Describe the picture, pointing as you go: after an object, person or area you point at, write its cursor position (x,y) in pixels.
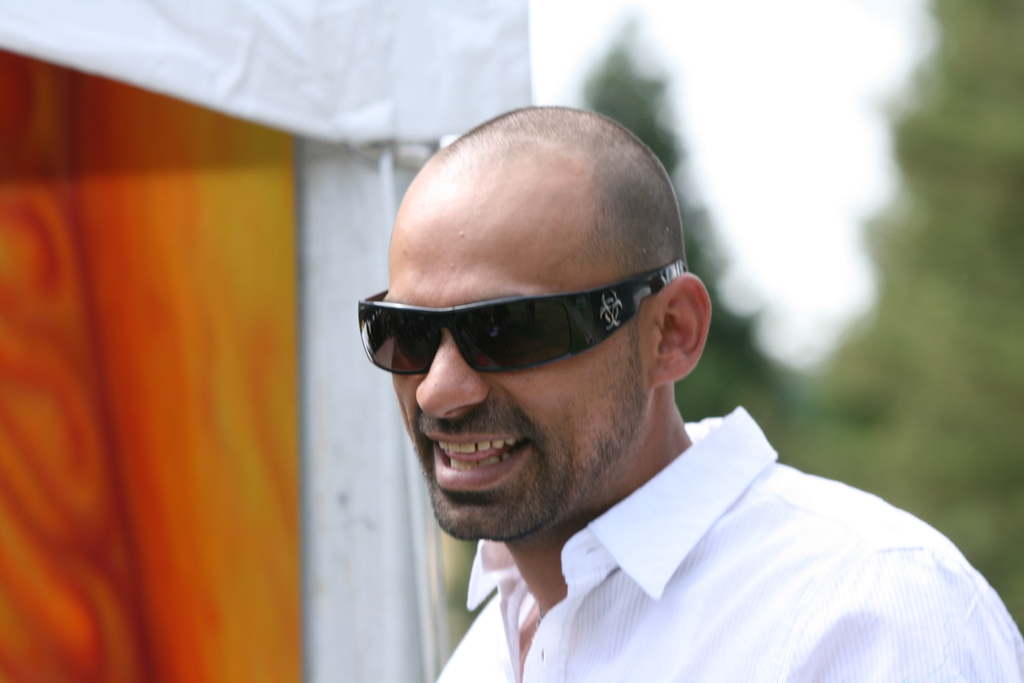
In the image there is a man (466,444) in the foreground (533,502), he is wearing goggles (415,373) and laughing, the background of the man (441,486) is blur.
